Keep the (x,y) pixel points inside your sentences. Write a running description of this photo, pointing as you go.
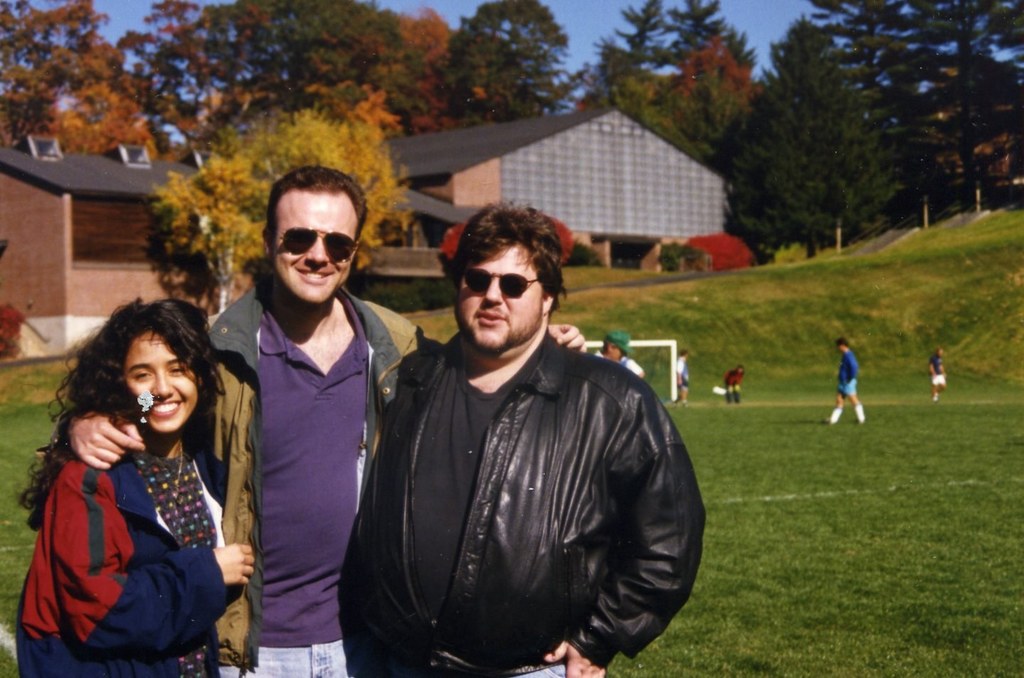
As we can see in the image there are few people (573,363) here and there, grass (886,382), houses (52,142) and trees (208,85). On the top (579,23) there is a sky (579,23).
